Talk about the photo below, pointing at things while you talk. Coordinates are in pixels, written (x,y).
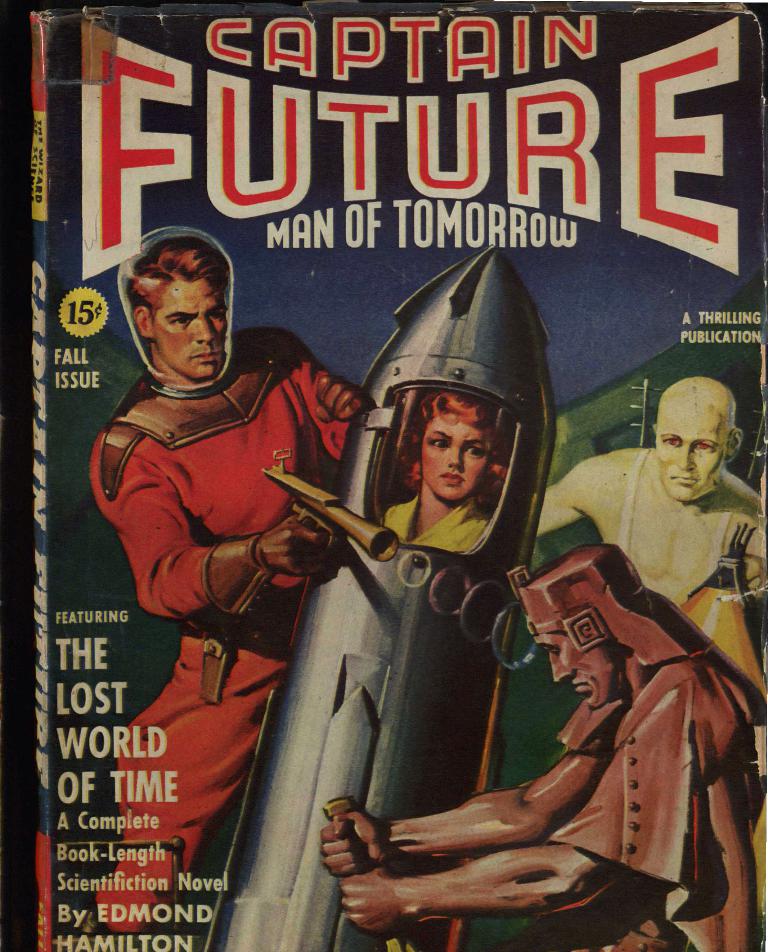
In this picture there is a poster (514,69) and something was written on it and it say captain future man of tomorrow.
